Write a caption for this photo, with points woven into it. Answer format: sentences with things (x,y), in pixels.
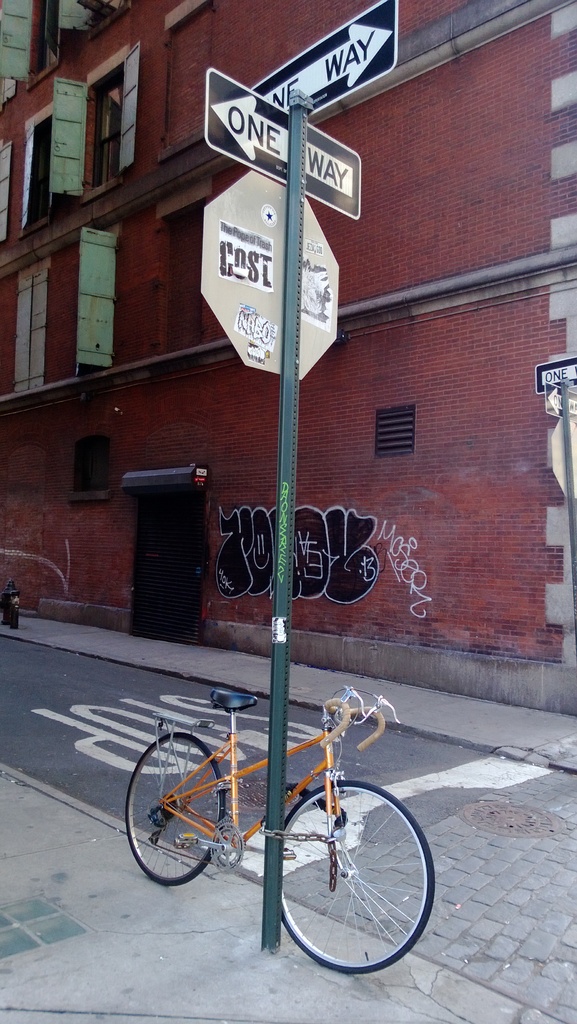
In this image we can see building (90,275) with windows (106,326) and a shutter (160,497), there is a text (329,538) on the wall (426,528), there is a pole (297,257) with sign boards (310,222) on the pavement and a bicycle (236,791) to the rod (273,816) and there is a road (138,743) beside the pavement (111,913).
